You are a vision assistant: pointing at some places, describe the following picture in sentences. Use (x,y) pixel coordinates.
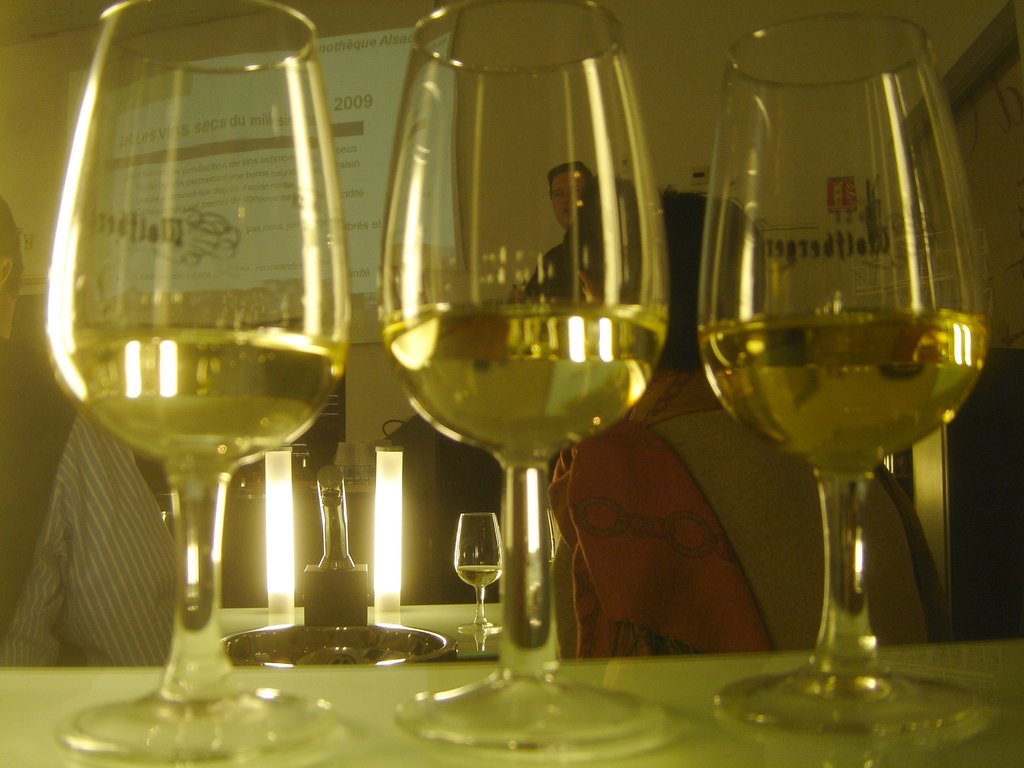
In this picture I can see the glasses (435,330) in front (245,26) and in the background (393,479) I see few persons (582,454), lights (279,534) and I can see another glass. I can also see a projector screen (226,156) on which there is something written.
